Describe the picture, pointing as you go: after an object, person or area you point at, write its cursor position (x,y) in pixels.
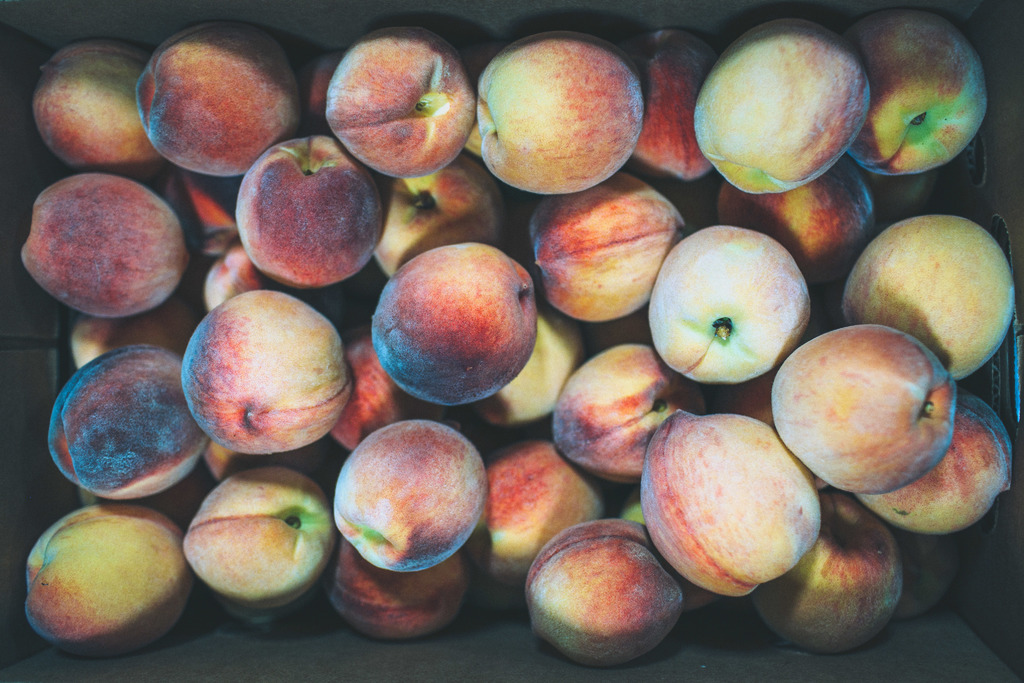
As we can see in the image there are lot of peaches (612,109) which are in red in yellowish colour. The peaches (148,578) are kept in the box (516,36).
